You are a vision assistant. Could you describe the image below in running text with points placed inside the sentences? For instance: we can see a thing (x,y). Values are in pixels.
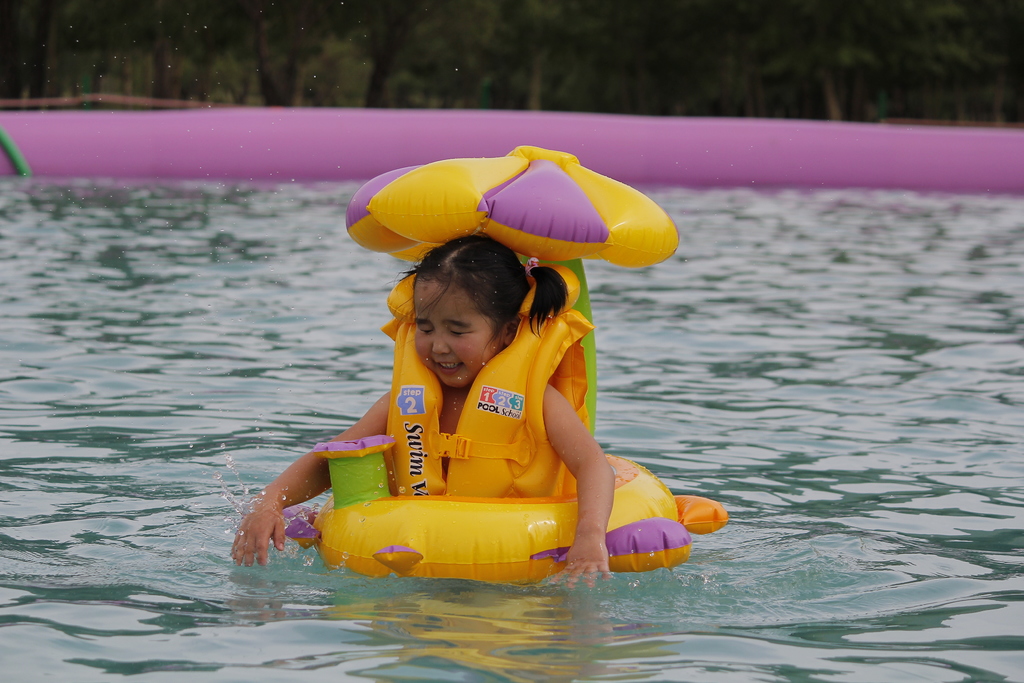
In the center of the image (419,349) there is a girl (425,448) swimming on the water (790,394) with a balloon (483,549). In the background (873,366) there is a water (823,371) and trees (374,82).
